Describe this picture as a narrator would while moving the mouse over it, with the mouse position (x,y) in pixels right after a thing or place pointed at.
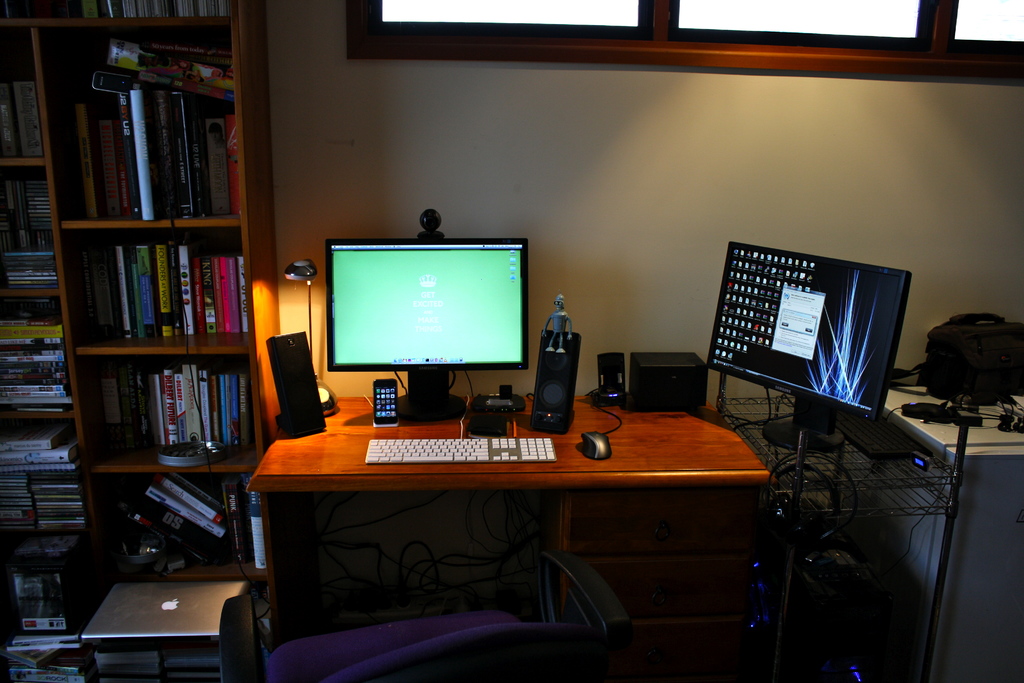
This picture is clicked inside the room (575,499) where a cupboard (157,237) at the left side (95,273) is filled with the books (160,317). In the center (551,415) on the table (665,484) there are monitors (518,356), speakers (310,377), keyboard (446,450), mobile phone (390,395), mouse (597,449). At the left side (175,618) there is a laptop (179,616). In the center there is empty chair (405,644). At the right side (968,397) there is a black colour bag (965,354) and some wires (978,414). In the background (562,158) there is a wall (591,153) and a window (731,52).
